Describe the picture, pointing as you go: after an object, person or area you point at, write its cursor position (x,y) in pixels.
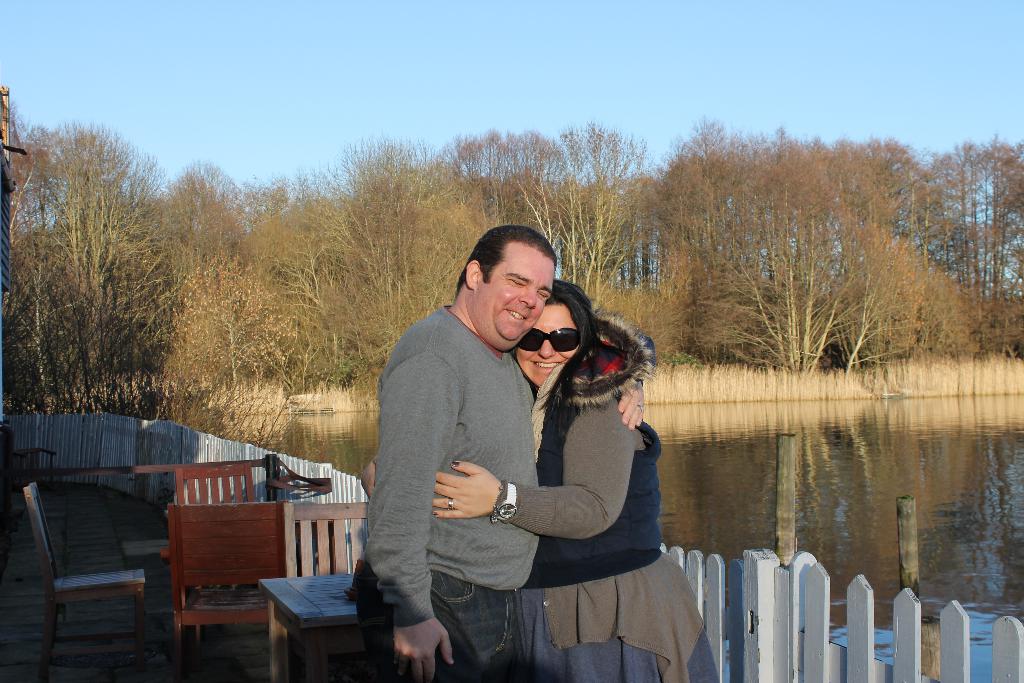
In the middle of the image (483,400) a man (462,440) and woman (576,447) are standing. They are hugging each other. They both are smiling. They are wearing winter clothes (540,467). beside them there is a fence (766,584) and there is a pool (824,482). Behind them there are chairs (226,546) and tables (353,607). in the background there are trees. The sky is clear.
